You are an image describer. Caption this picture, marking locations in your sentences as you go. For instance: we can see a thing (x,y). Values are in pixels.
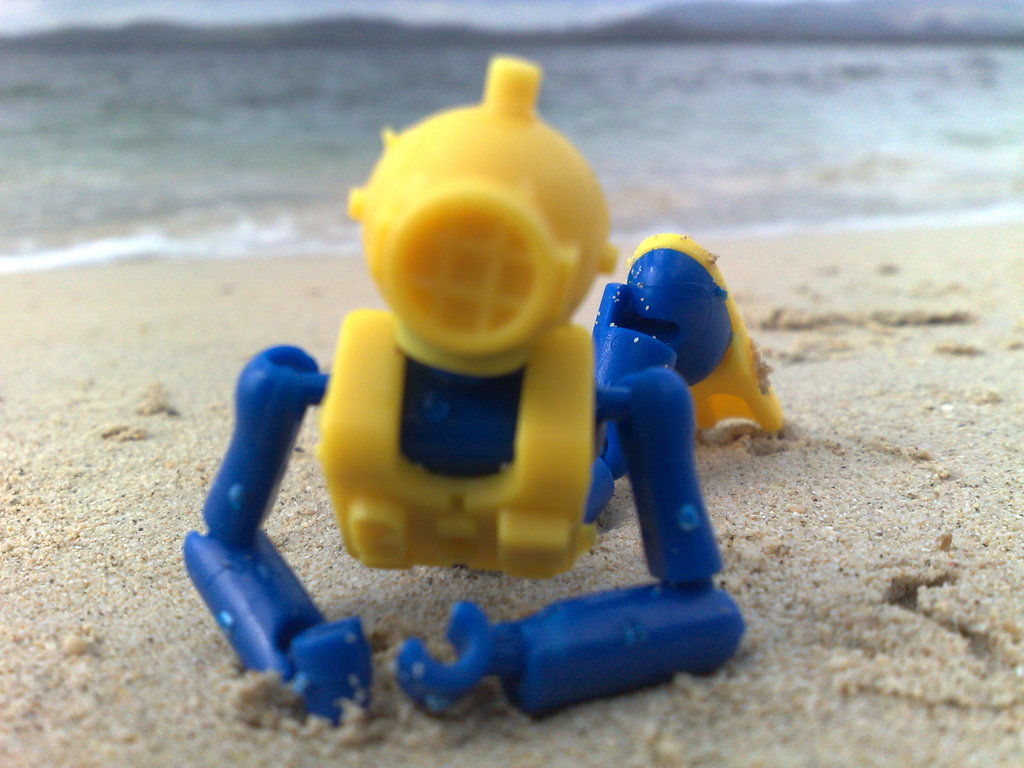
In the center of the image (477,284) there is a toy (461,356) placed on a sand (610,518). In the background (714,115) there is a water (223,106).
